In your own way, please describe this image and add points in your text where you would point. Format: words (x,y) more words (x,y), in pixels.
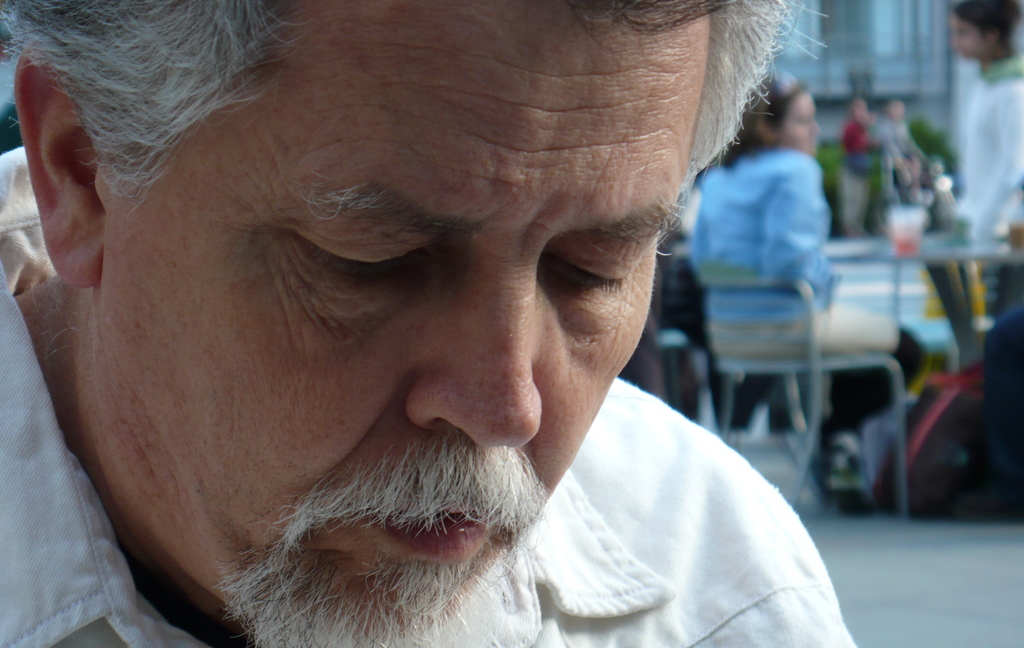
There is a person (661,547) wearing white dress (683,555) is having a white mustache (435,508) and there are few other persons (783,189) in the right corner (858,174).
